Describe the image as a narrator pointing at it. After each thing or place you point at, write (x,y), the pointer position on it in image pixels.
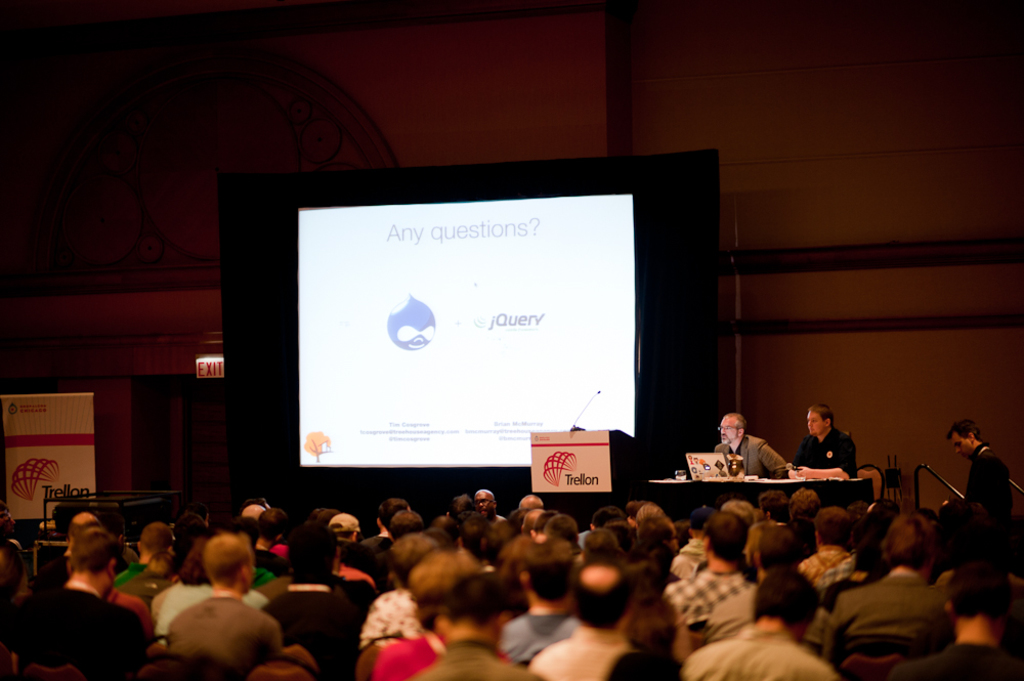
In this image I can see the group of people (547,560) with the different color dresses (692,574). In- front of these people (627,576) I can see two people (756,468) sitting and one person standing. I can see the table (700,497) in-front of two people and there are many objects (717,476) in it. To the side I can see the screen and board (568,466). In the background (390,84) I can see the wall (696,137).
